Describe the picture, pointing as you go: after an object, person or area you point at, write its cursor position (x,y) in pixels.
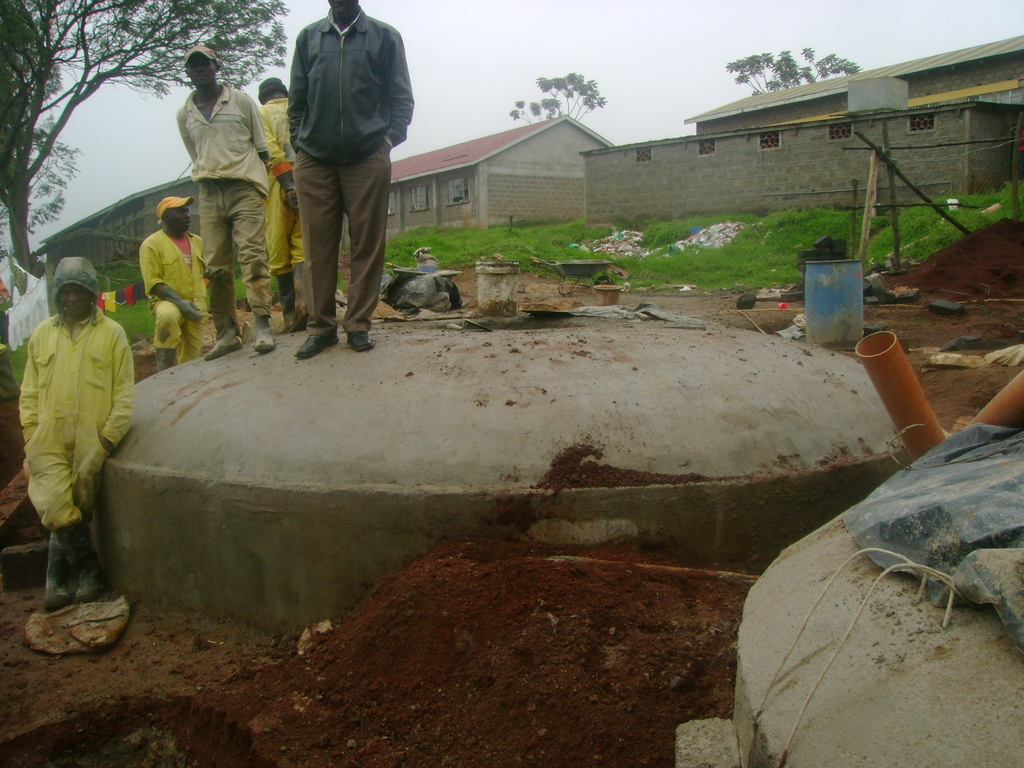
In the center of the image (584,352) we can see tanks (645,350), pipe (888,360), drum (822,291), bucket (615,285) and some objects (695,241). On the left side of the image (178,277) we can see some persons (92,308) wearing hat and we can see clothes (15,303), trees (24,190). In the background of the image (1003,120) we can see houses (473,146), roof (534,134), grass (537,230). At the top of the image (675,66) there is a sky (661,36). At the bottom of the image (337,723) we can see mud (463,628) and ground (261,703).
